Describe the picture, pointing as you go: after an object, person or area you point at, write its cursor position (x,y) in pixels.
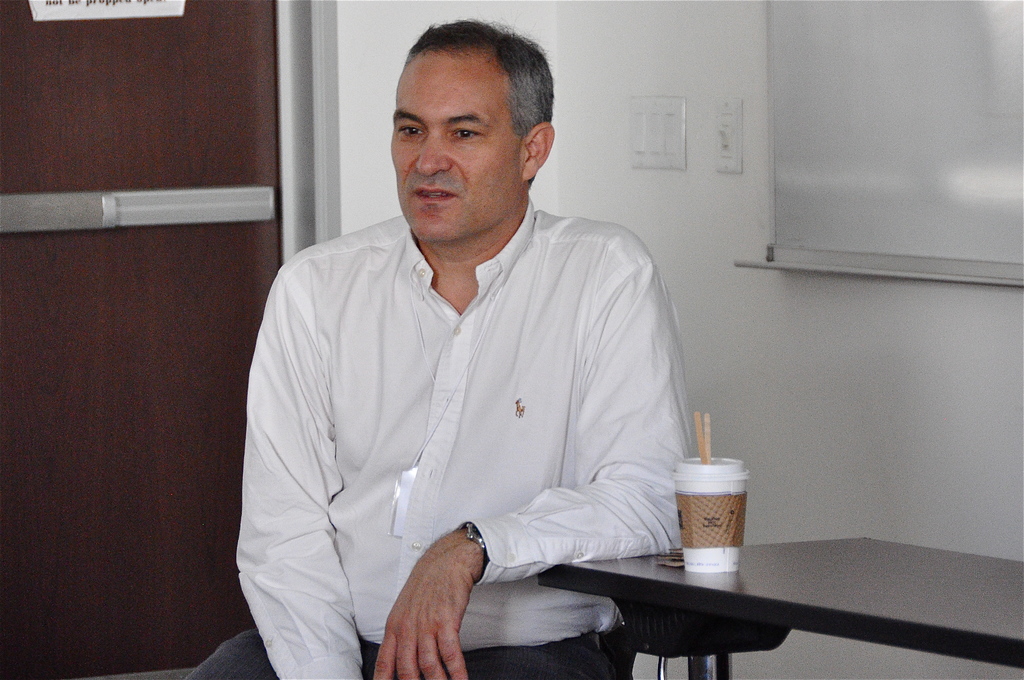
A person (386,452) in white shirt (346,400) and a watch (485,562) is sitting. Near to him there is a table (781,583). On the table (690,581) there is a glass (712,487). In the background (737,268) there is a wall (720,229) with board (802,240), switches (662,134).
